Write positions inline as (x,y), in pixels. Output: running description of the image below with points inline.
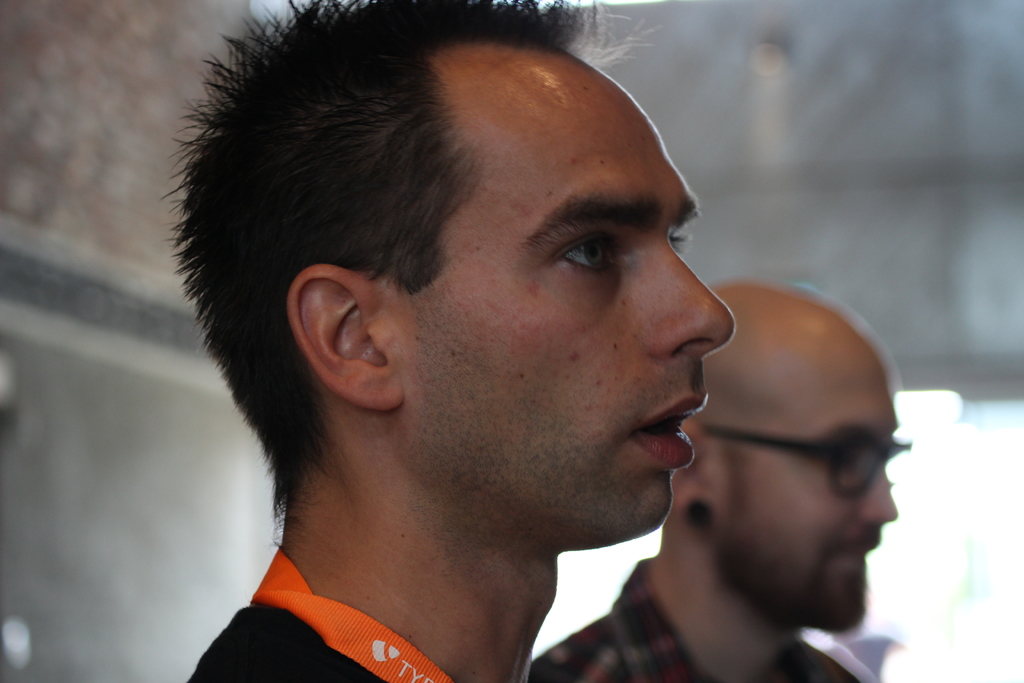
In this picture in the front (691,534) there are persons (594,461) and the background (69,609) is blurry.
